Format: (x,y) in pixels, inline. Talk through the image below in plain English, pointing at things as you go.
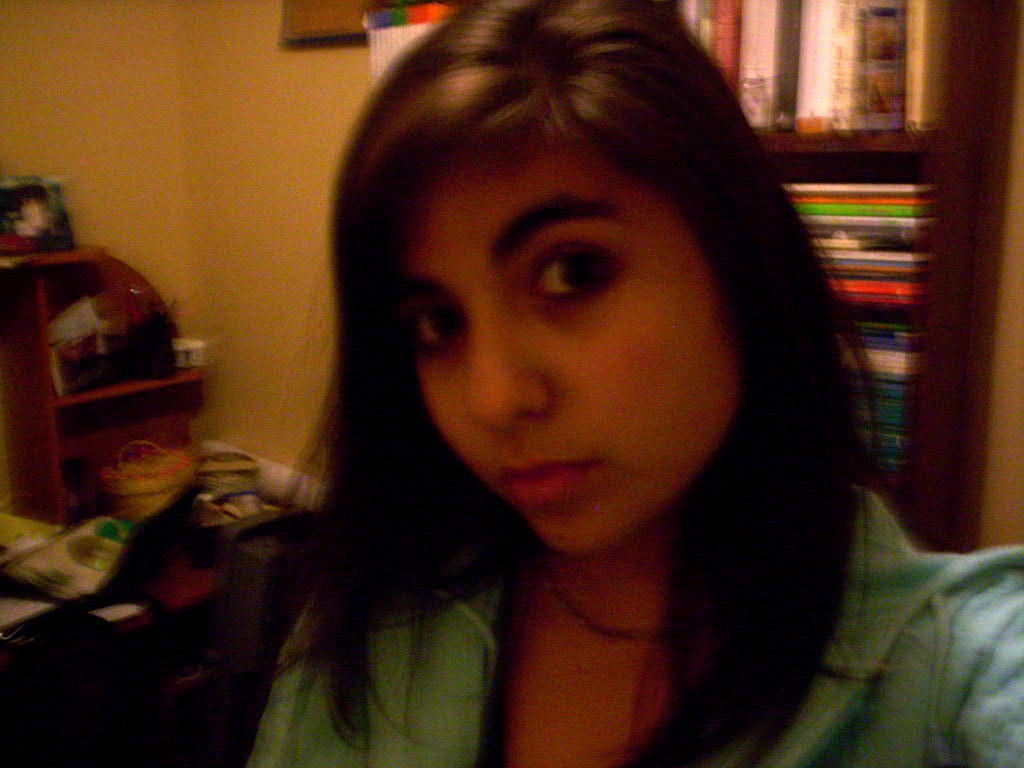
This picture is clicked inside the room (316,234). In front of the picture, we see a woman (587,662) in the blue jacket (942,656) is posing for the photo. On the left side (183,540), we see a chair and a table (140,566) on which a chart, basket (132,492) and the objects (203,475) are placed. Behind that, we see a wall (170,212). Behind her, we see a rack (918,417) in which many books (857,114) are placed. Beside that, we see a photo frame (296,38) is placed on the wall (169,162).
